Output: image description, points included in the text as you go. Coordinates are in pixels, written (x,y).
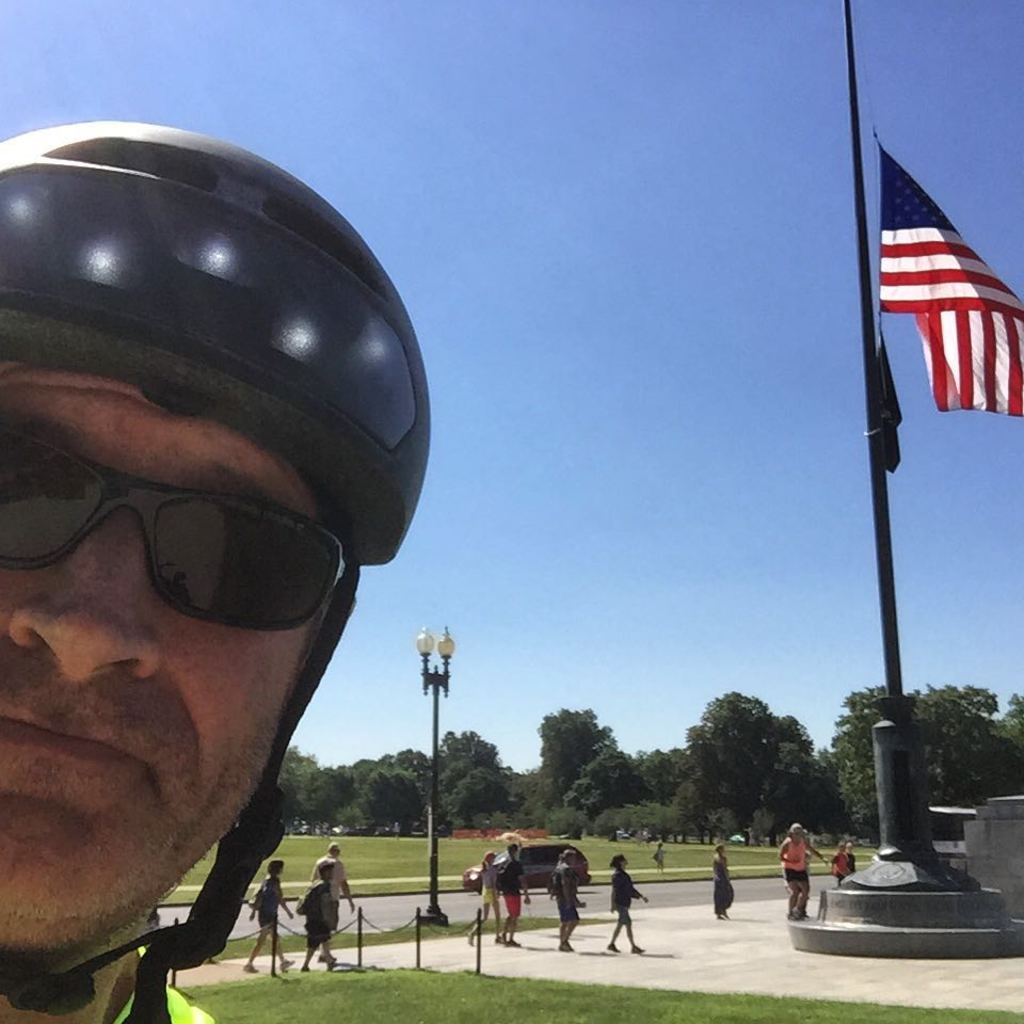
In this image there are persons (331,908) walking in the center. In the front (482,1001) there is grass (388,989) on the ground (398,987) and on the left side (89,759) the face (107,715) of the person (138,688) is visible wearing a black colour helmet (180,317). On the right side (894,247) there is a flag (894,247) and a pole (898,696) in the center (443,662). There is a pole (433,676) with two lamps (426,658) and there are trees (556,786) in the background (659,787).
